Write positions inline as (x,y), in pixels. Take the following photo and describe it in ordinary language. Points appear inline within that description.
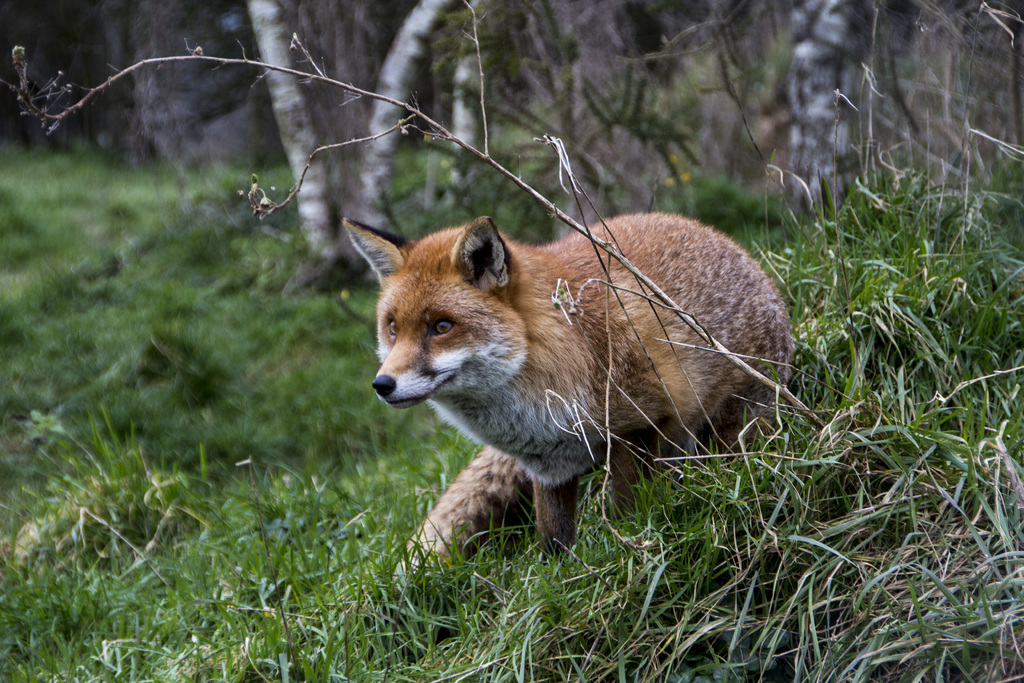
In this image I see a fox (556,378) which is of orange and white in color and I see the green grass (474,631) and it is blurred in the background (100,238).
